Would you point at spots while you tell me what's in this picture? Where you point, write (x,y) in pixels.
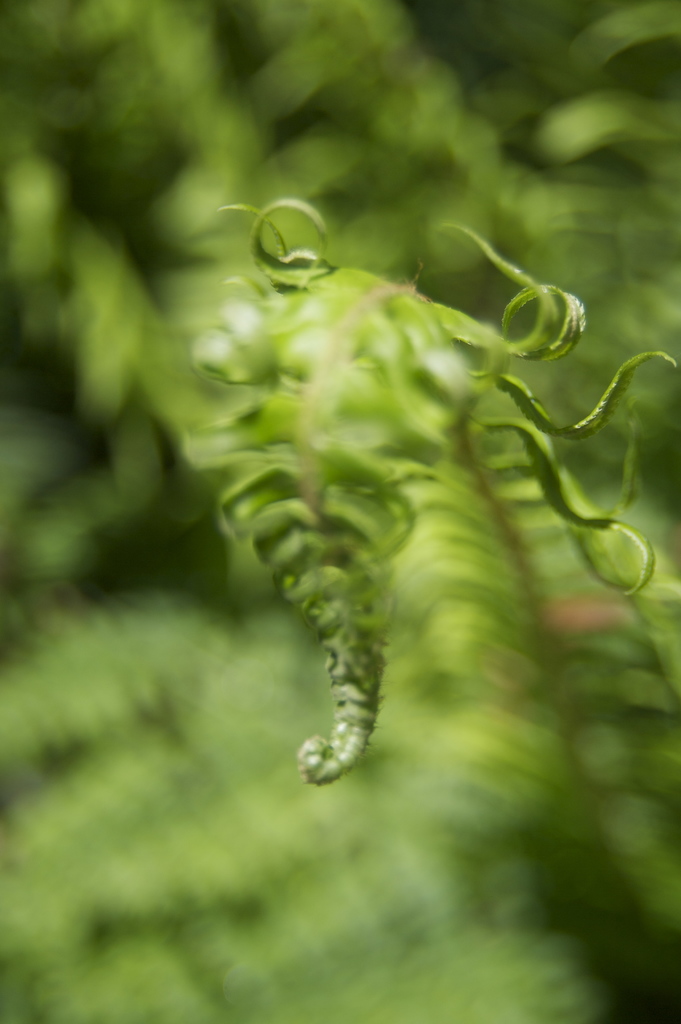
In this picture, it seems to be there is a leaf (416,395) in the center of the image (408,492) and there is greenery (428,188) in the background area of the image (336,791).
